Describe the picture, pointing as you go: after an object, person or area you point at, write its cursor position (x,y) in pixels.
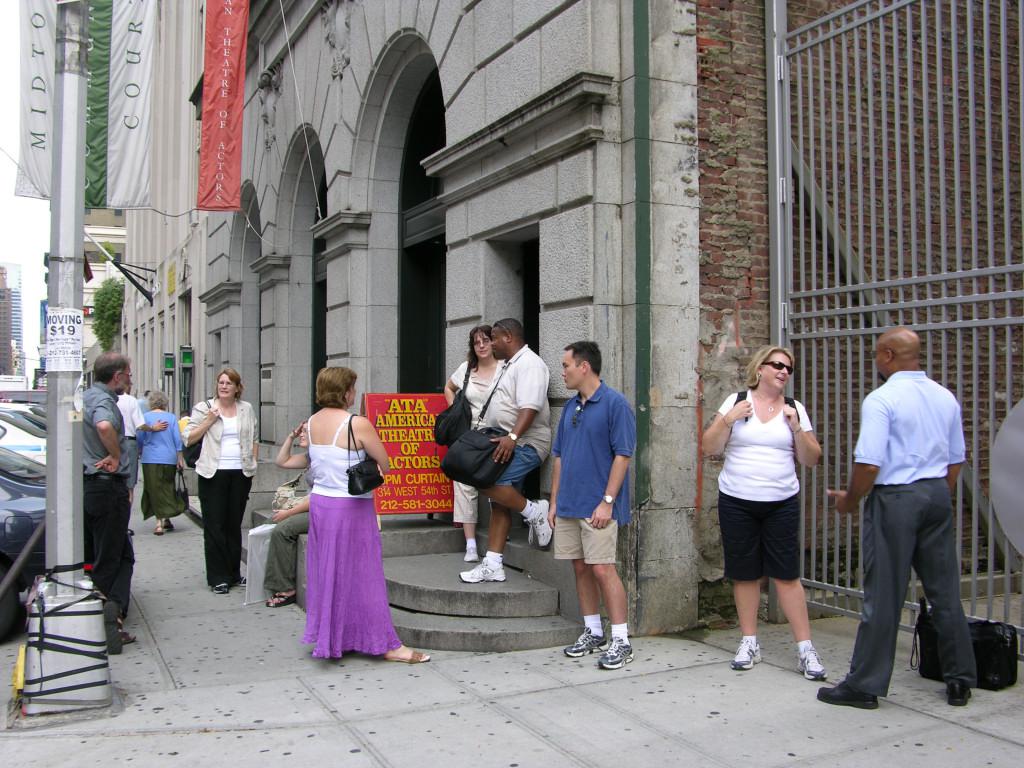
In this image we can see a group of people (562,488) standing on the floor (499,675). One person (536,417) is carrying a bag (491,441). One woman (732,442) is wearing a white shirt (755,436) is wearing goggles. To the right side of the image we can see a metal gate (923,115) and a bag (983,635) placed on the ground (666,721). to the left side of the image (42,390) we can see group of vehicles (39,410) parked on the road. In the background (164,231) we can see arches (422,72) on a building (415,305), flags (102,117) tree (105,305) and the sky (15,200).
